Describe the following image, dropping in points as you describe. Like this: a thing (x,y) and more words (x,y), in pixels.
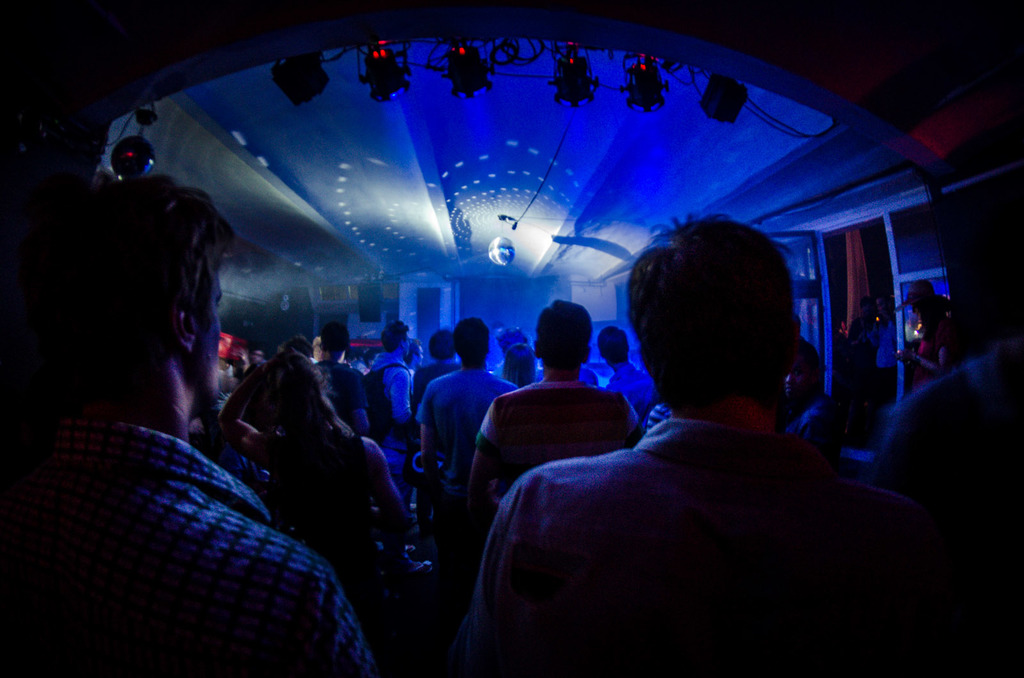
In this image I can see a crowd of people (586,314) visible and I can see a colorful lighting (469,141) visible at the top (491,161).
